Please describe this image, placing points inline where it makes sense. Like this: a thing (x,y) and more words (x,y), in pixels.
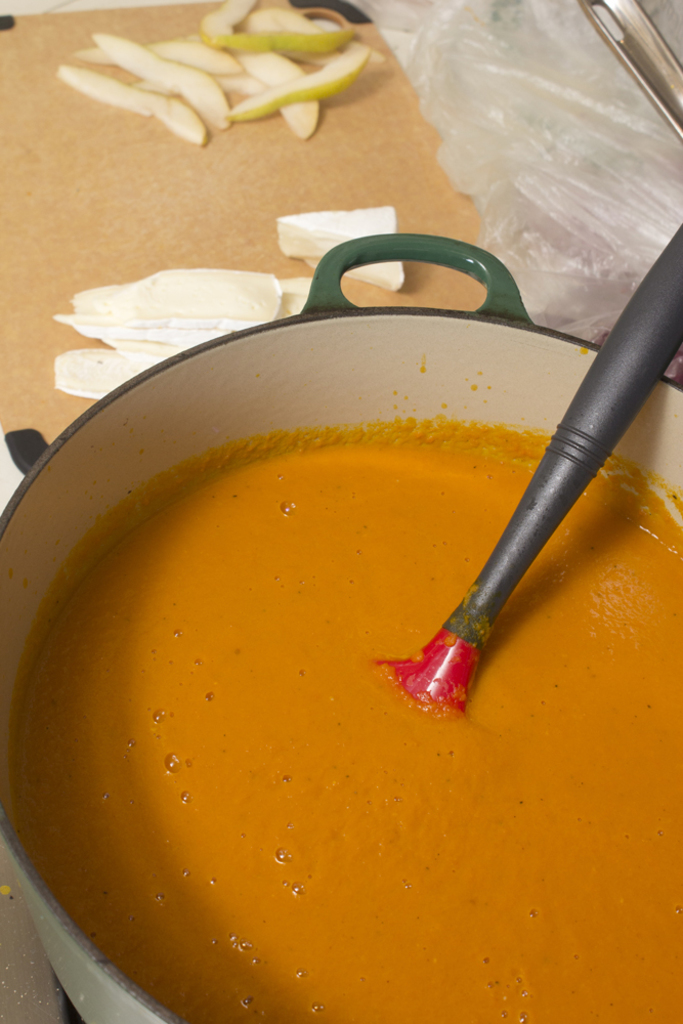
In this picture there are fruit slices (262,107) and objects (583,63) on the table (55,404). In the foreground (653,773) it looks like a soup (322,892) and spoon (668,304) in the pot (42,898).
